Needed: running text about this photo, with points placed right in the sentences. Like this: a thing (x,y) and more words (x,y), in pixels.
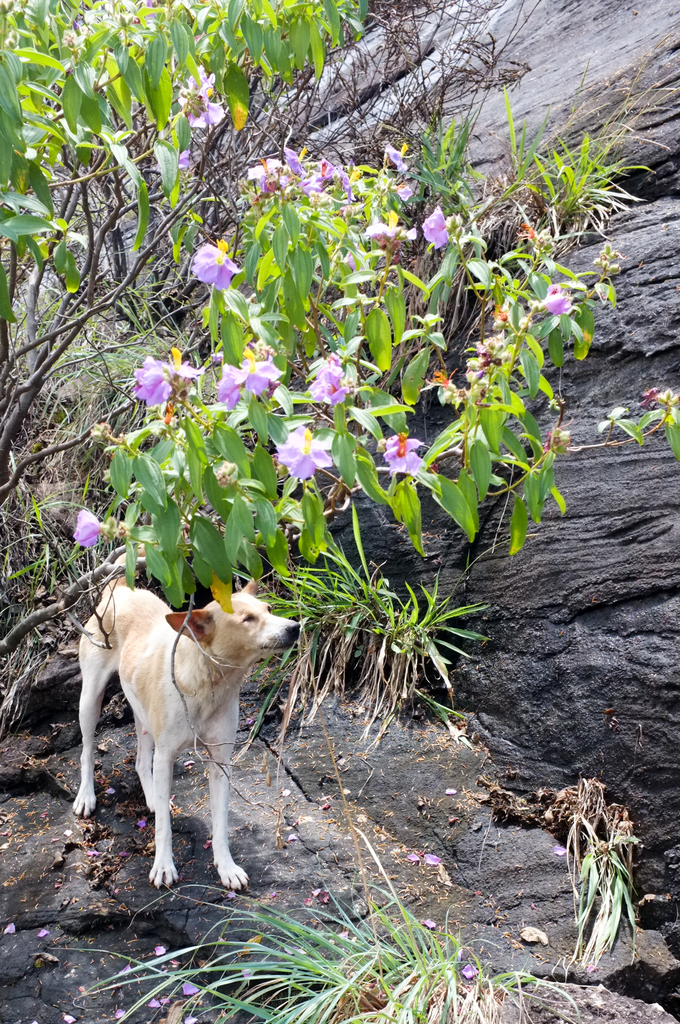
In this image in the center (235,669) there is a dog (204,702) standing on the ground (200,775) and there are trees (175,307) in the background (194,309) and there are rocks (580,457) on the right side (581,545).
